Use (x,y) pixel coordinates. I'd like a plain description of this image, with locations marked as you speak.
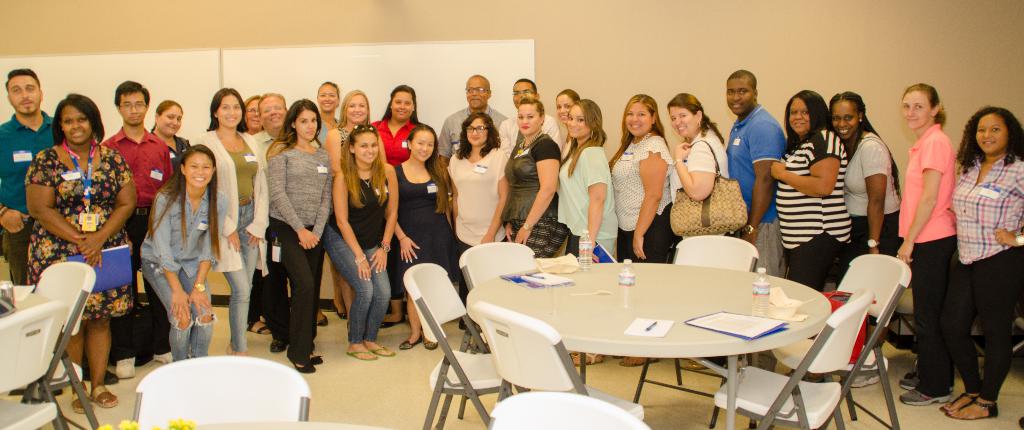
In the image there are group of people (778,234) standing in front of a table (663,297), on table (652,269) we can see water bottle (625,279), paper (642,321), pen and we can also see few chairs (429,309) in background (316,75) there is a white color board (297,70) and a wall (552,65) which is in cream color.
